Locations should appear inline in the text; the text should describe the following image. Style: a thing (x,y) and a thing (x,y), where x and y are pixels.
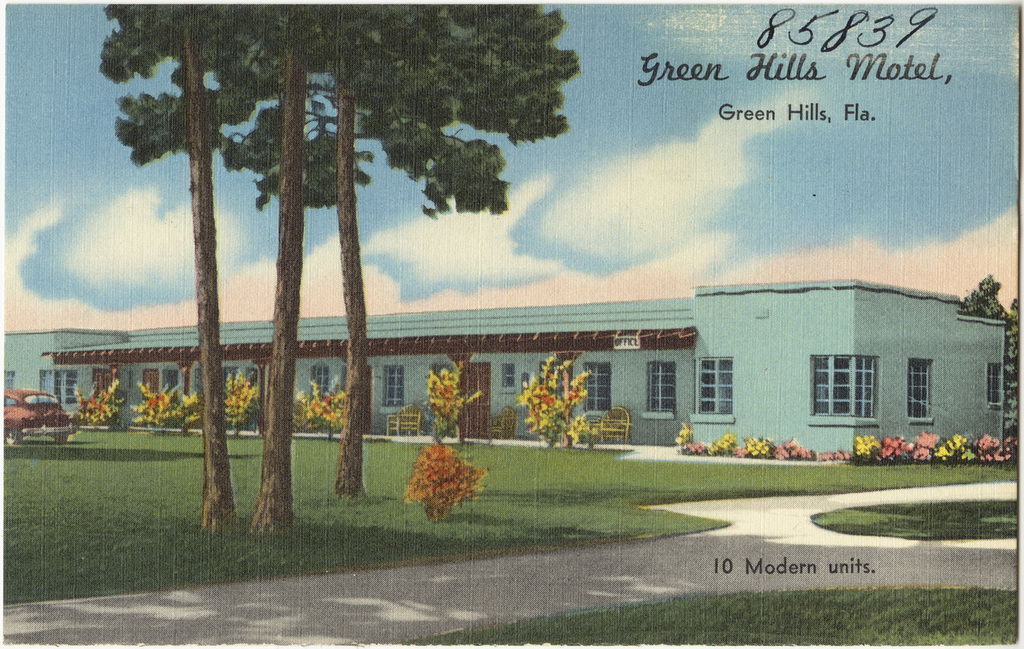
This looks like a poster. This is the building (577,367) with windows (721,394) and doors (468,404). These are the chairs (406,423). I can see the letters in the image. This looks like a pathway (764,565). Here is the grass (114,433). I can see a car (13,425). These are the small bushes (706,450) with colorful flowers (786,457). I can see the trees (363,57).
